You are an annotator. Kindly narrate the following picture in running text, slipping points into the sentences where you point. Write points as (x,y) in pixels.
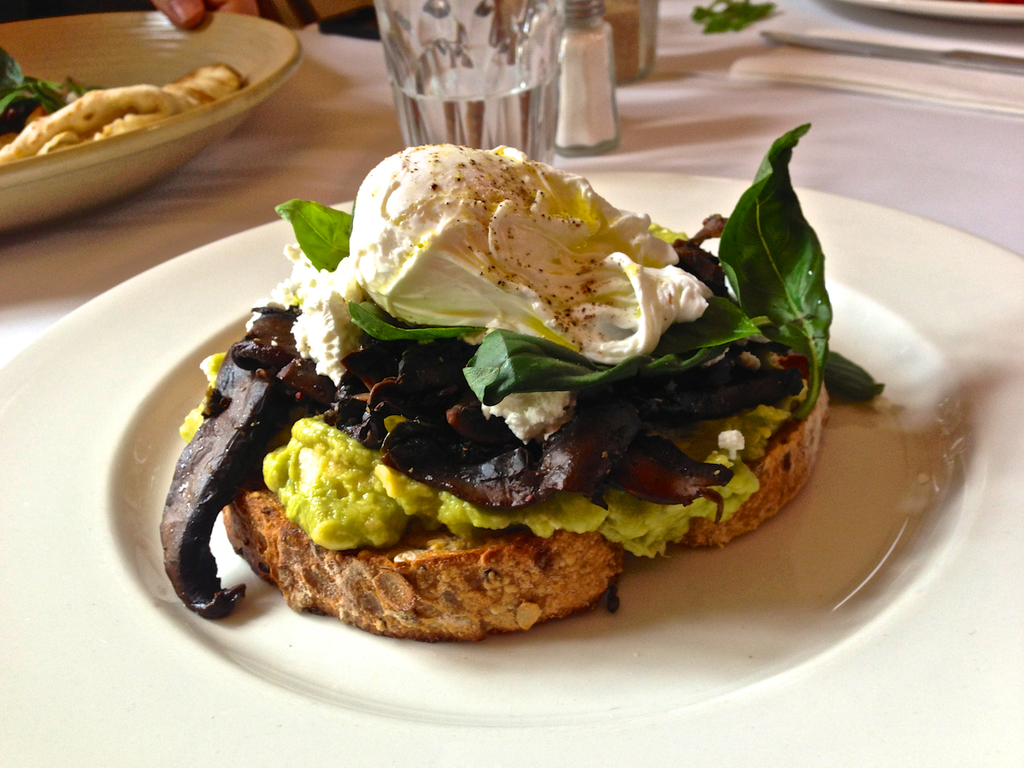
In this image we can see food items (315,466) on a plate (106,340) on the platform (21,227). At the top (59,174) we can see food items (131,122) in a plate (59,174), glass (455,93) with liquid (455,93) in it, small jar (597,124), tissue paper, knife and a person's finger (182,6) placed on the food item plate (153,30).
